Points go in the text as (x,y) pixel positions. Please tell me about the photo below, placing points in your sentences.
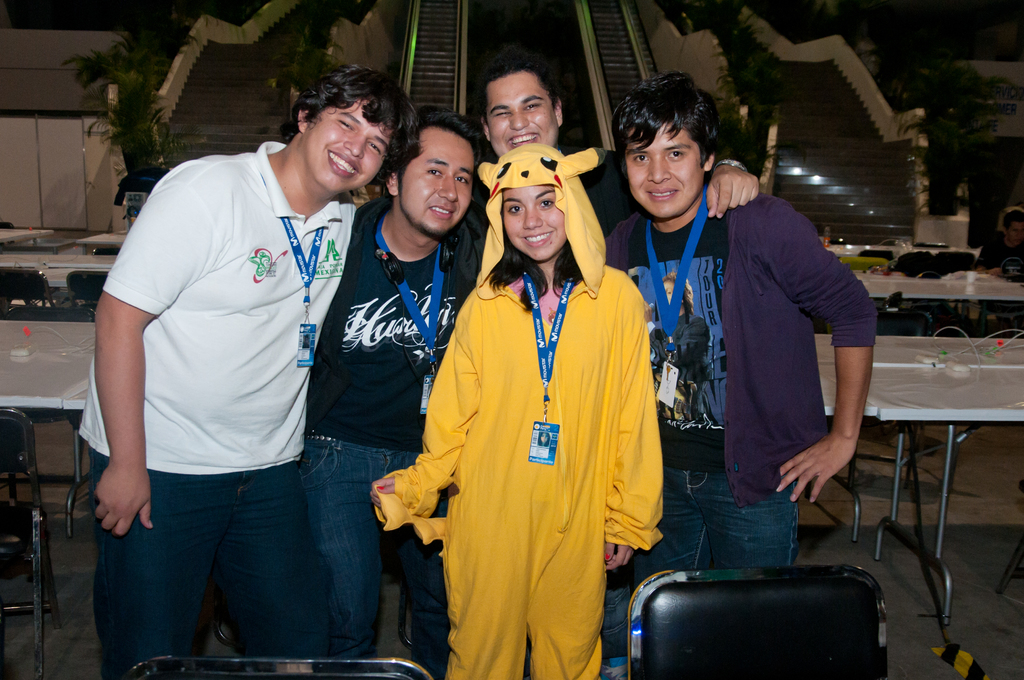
In this image there are group of people (391,353) in the middle (391,353) who are wearing the id cards (540,358). In the middle (487,399) there is a woman (561,436) who is wearing the costume (507,427) of a cartoon character. At the bottom (658,642) there are chairs (775,655). In the background (431,29) there are steps (265,34) and escalators (619,62). Behind them there are tables (86,264) which are surrounded by the chairs (80,272). On the tables (879,370) there are wires (970,346). clothes (931,257). bags (899,268) on it. There are plants (149,62) along with the steps (216,68).
